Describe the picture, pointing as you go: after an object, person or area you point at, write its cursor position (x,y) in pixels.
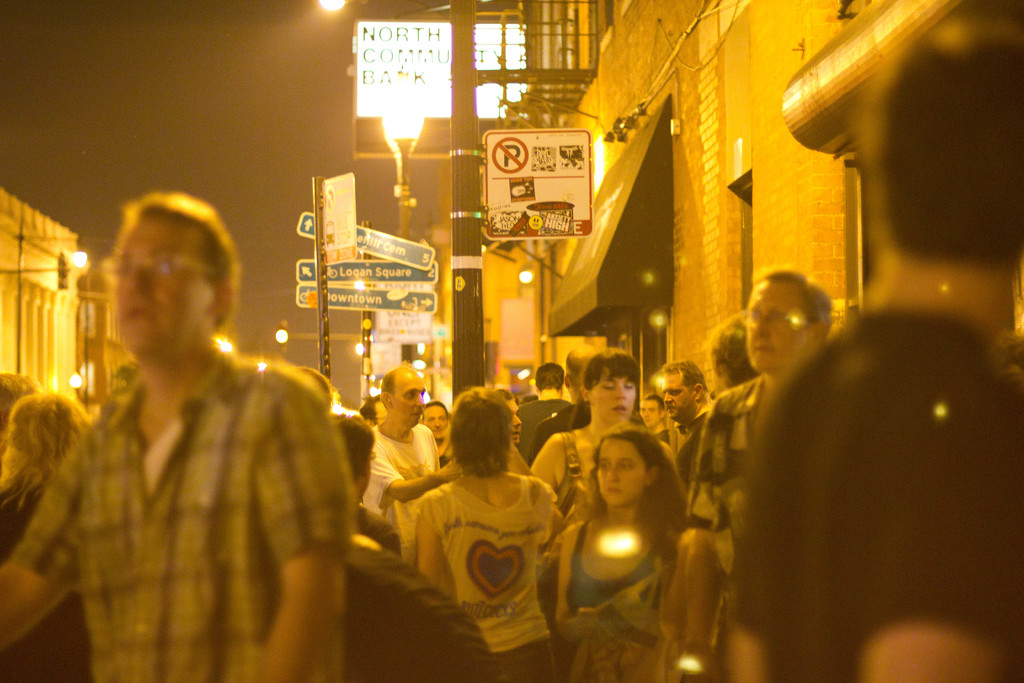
In this image there are a few people (388,425) walking on the streets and there are sign boards (399,264) and lampposts (465,326), on the either side of the street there are buildings (490,327).
